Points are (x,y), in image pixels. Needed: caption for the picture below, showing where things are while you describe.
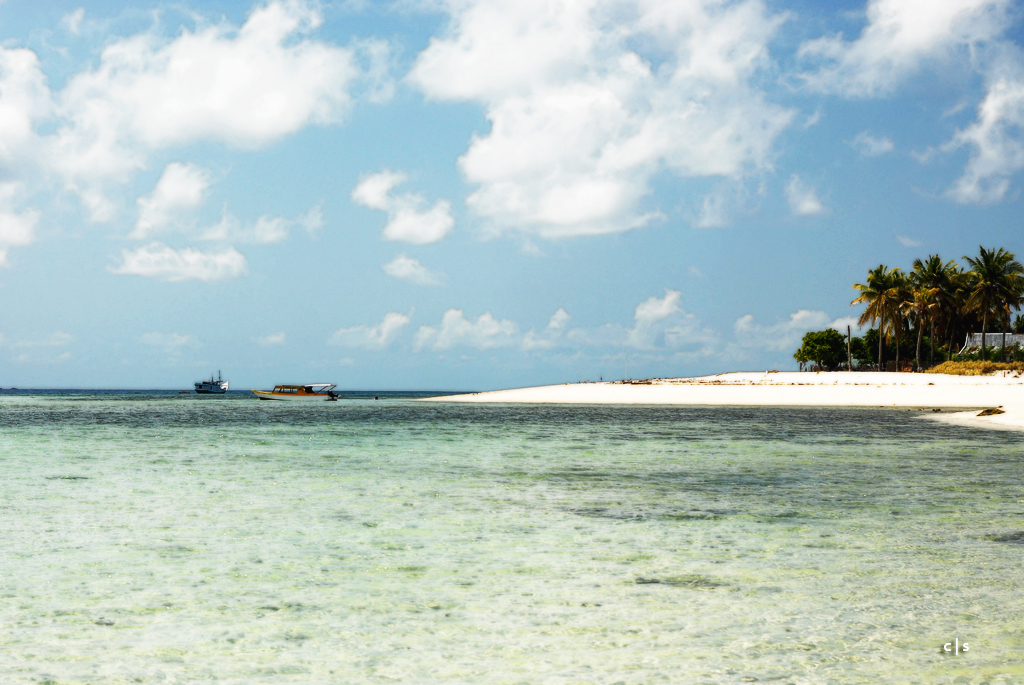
In this image I can see the water (488,522), the ground (709,396), few trees (877,275) and few boats (285,394) on the surface of the water (287,413). In the background (305,249) I can see the sky (411,192).
